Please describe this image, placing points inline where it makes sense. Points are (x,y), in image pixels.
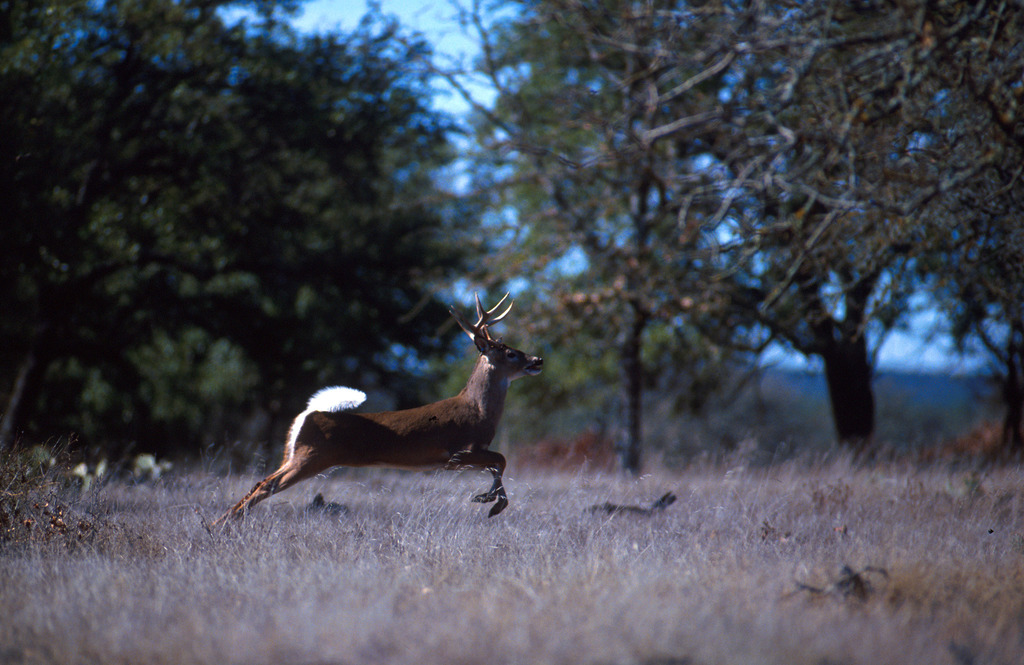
In this picture I can see a deer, there is grass (573,482), and in the background (672,284) there are trees (634,137) and there is the sky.
